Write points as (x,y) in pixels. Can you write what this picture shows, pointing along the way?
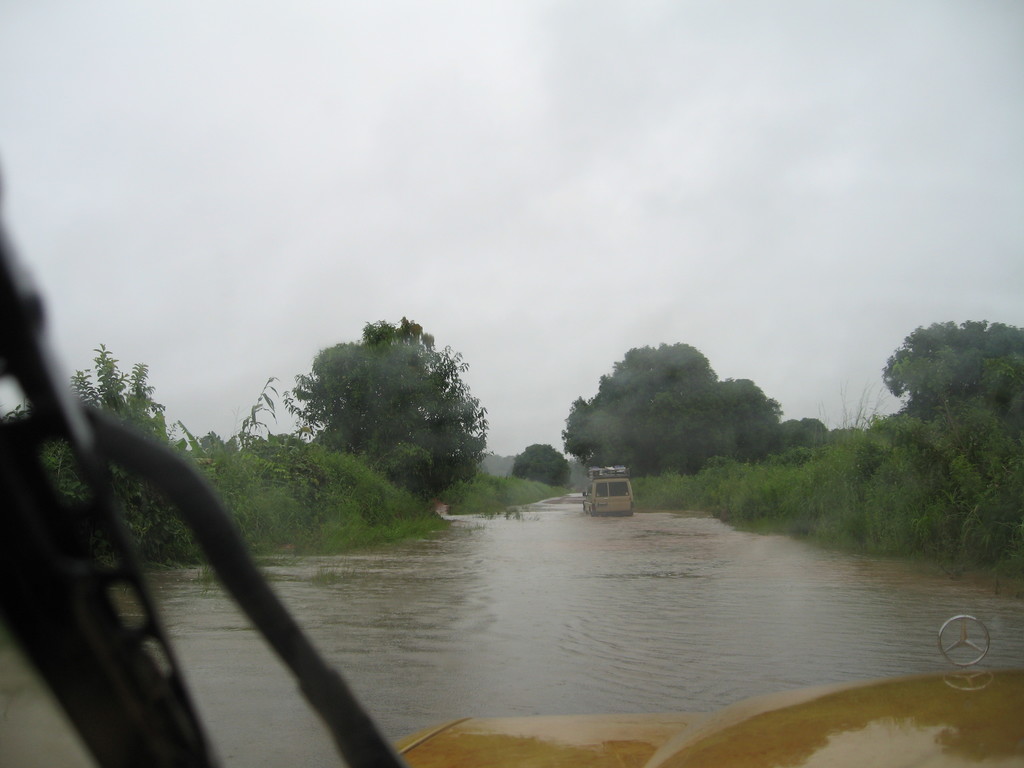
In this image we can see the vehicles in the water (427,540), there are some trees (538,450) and in the background (536,225) we can see the sky (519,140).
